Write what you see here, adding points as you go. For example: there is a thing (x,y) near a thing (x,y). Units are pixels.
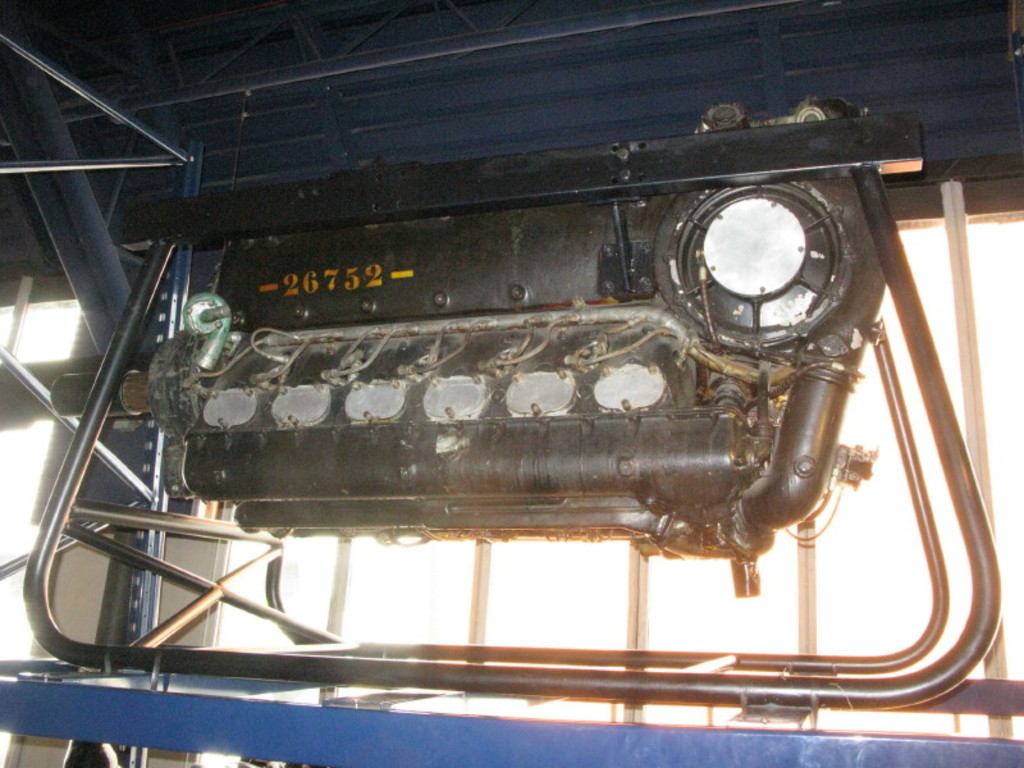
In this picture, we see the engine (496,410) or the motor (616,350) of the machine (670,296). It is black in color. In the background (691,602), we see a white wall (818,555). At the top (416,103), it is blue in color and we see some iron rods (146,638).
